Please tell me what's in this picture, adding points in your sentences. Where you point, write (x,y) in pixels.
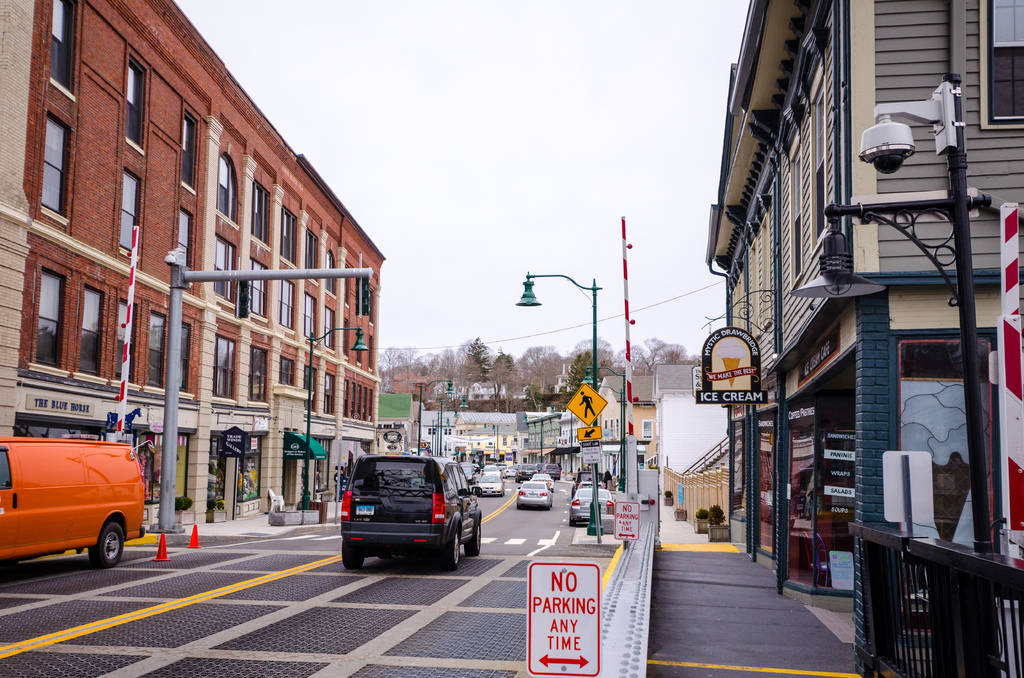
In this picture I can see few vehicles (362,526) are on the road (307,541), side there are some buildings (214,312) and some sign boards (588,428).
